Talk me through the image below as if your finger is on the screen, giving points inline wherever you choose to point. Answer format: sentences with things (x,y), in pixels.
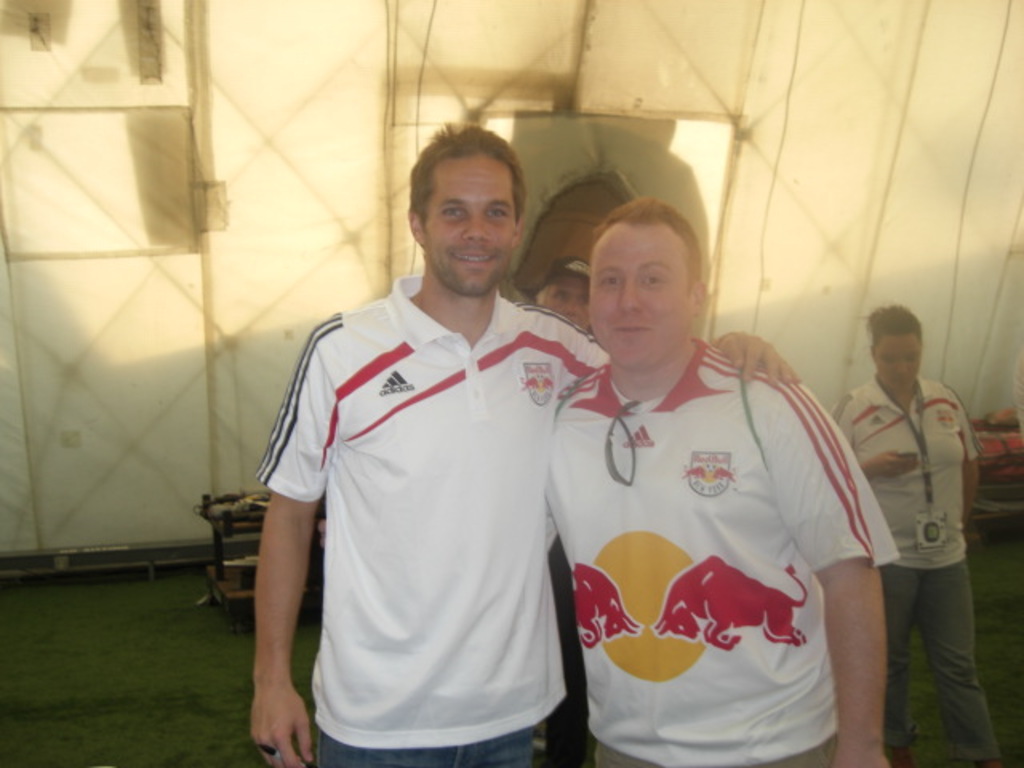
In the foreground of this image (523,515), there are two men (728,609) standing. In the background (574,302), there is a man (572,282) and a woman (929,415) standing on the grass (87,694), a wall (552,79) of a tent (675,78) and few objects (994,446).
